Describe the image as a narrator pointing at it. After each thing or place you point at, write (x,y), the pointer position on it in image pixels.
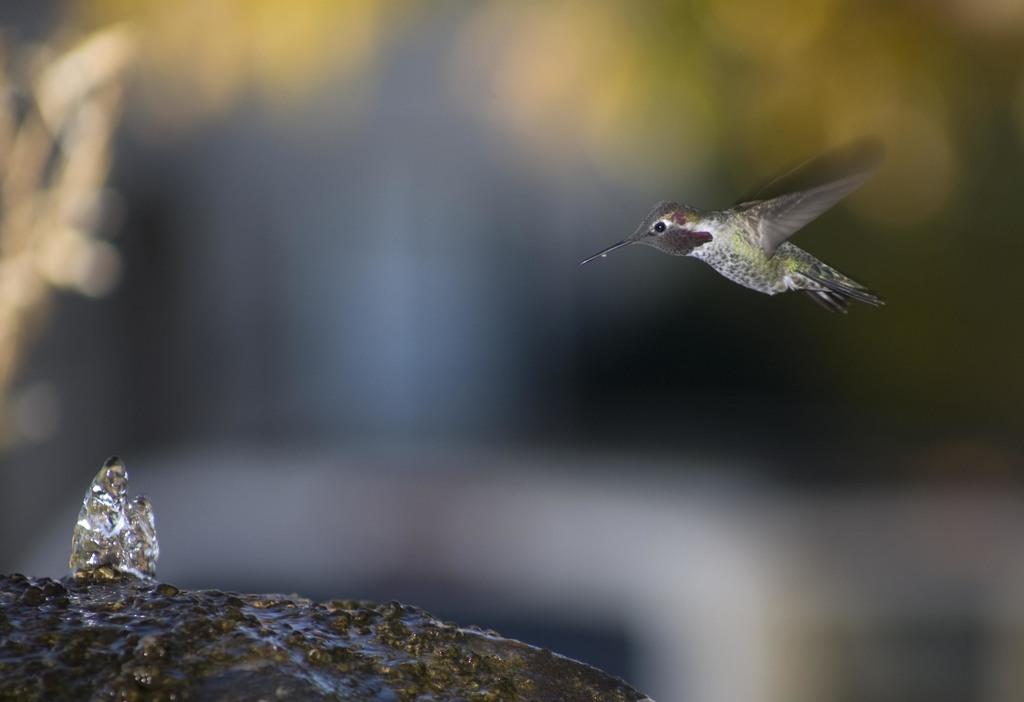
In the picture there is a bird (709,220) flying towards a stone (280,613) and the background of the bird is blue.
